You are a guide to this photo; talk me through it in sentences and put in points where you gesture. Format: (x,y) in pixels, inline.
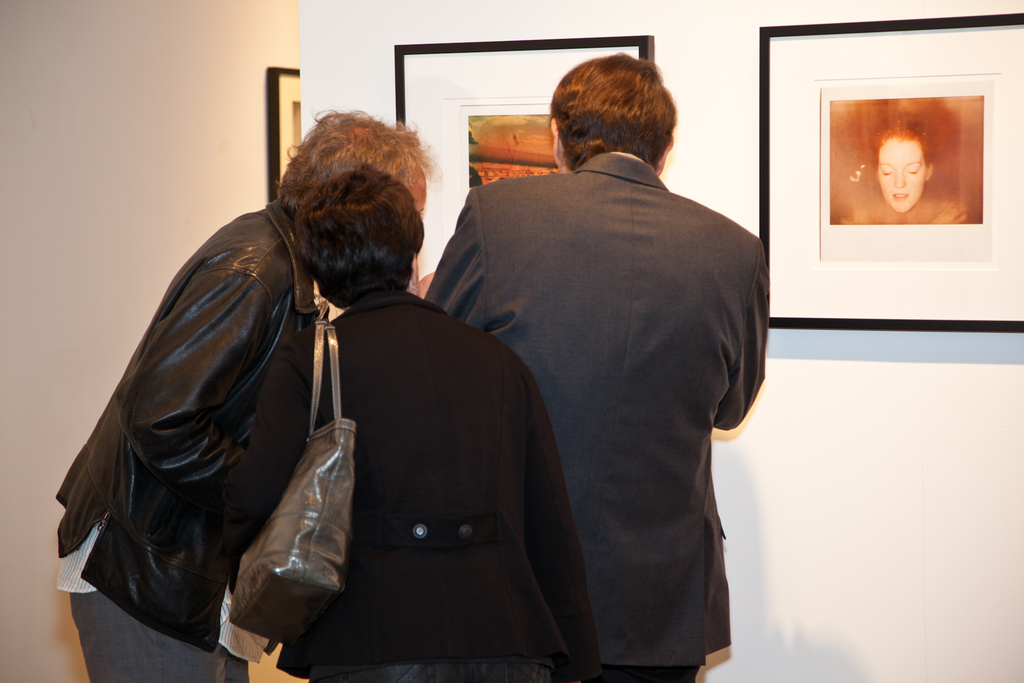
In this picture there are people (594,227) those who are standing on the left side of the image (249,339) and there are portraits (947,86) in front of them on the wall (695,188).
